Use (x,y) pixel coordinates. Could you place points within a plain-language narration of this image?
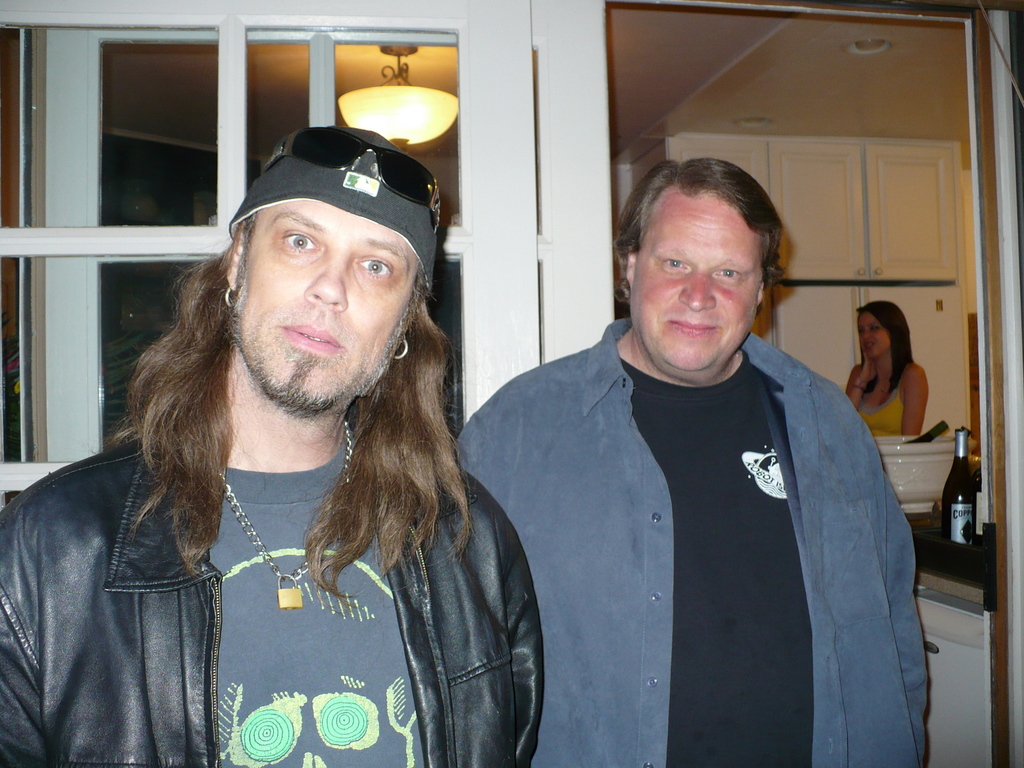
In this image, there are three persons (740,452) wearing clothes (464,606) and there is a bottle (952,483) on the right side of the image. There is a light (397,116) at the top of the image (401,134).
